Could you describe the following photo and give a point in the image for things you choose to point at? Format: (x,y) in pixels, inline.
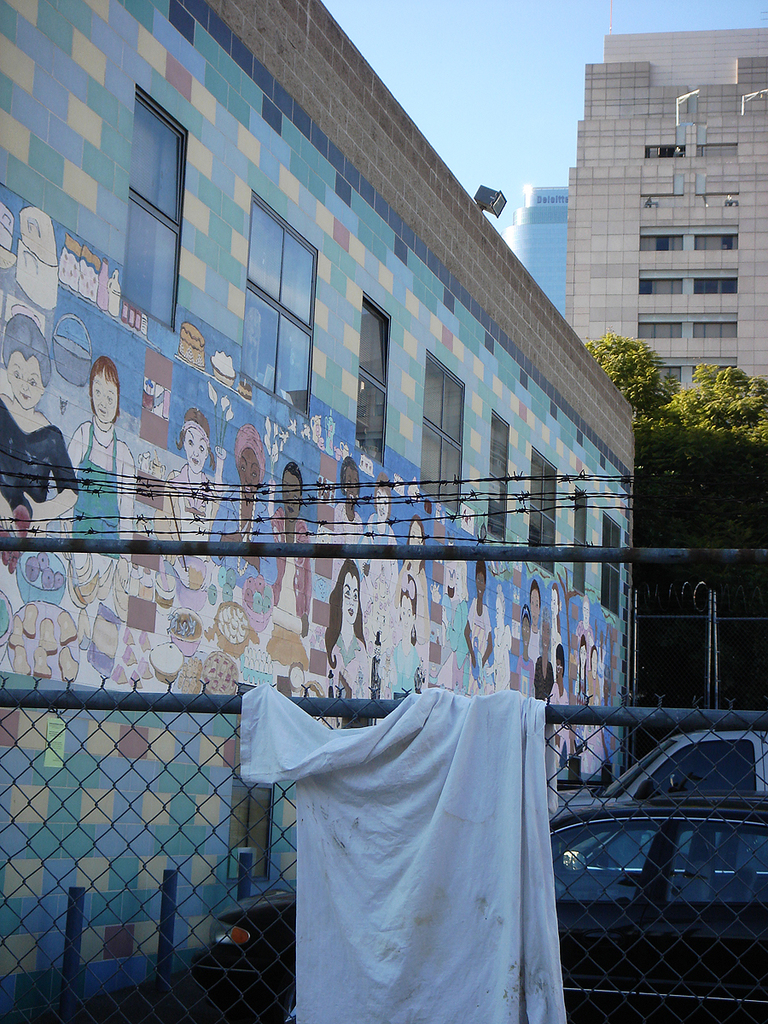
In this picture we can see a mesh (281,917) and a cloth (335,882) in the front (337,882), on the right side (716,764) there are vehicles (716,774), on the left side (181,445) there is a building (287,464), we can see trees (688,414) and buildings (665,243) in the background (695,397), there is the sky (562,56) at the top of the picture (492,5), we can see painting (474,635) of persons (480,635) on the wall (142,522).
